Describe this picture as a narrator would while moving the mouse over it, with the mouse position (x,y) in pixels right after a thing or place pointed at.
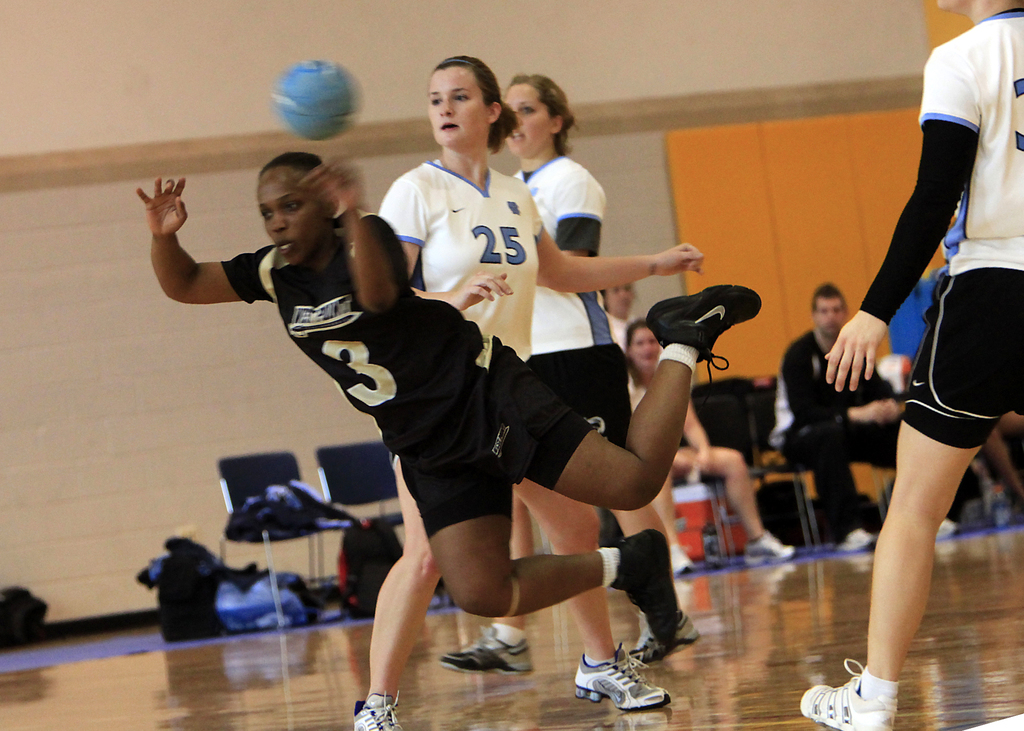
In the image we can see there are girls (478,331), wearing clothes (431,376) and shoes (633,664), and it looks like they are playing. Here we can see the ball (314,74), blue in color and there are other people (791,441) sitting. Here we can see chairs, luggage bags (171,600), floor (257,650), playing court (250,664) and the wall (51,357).
